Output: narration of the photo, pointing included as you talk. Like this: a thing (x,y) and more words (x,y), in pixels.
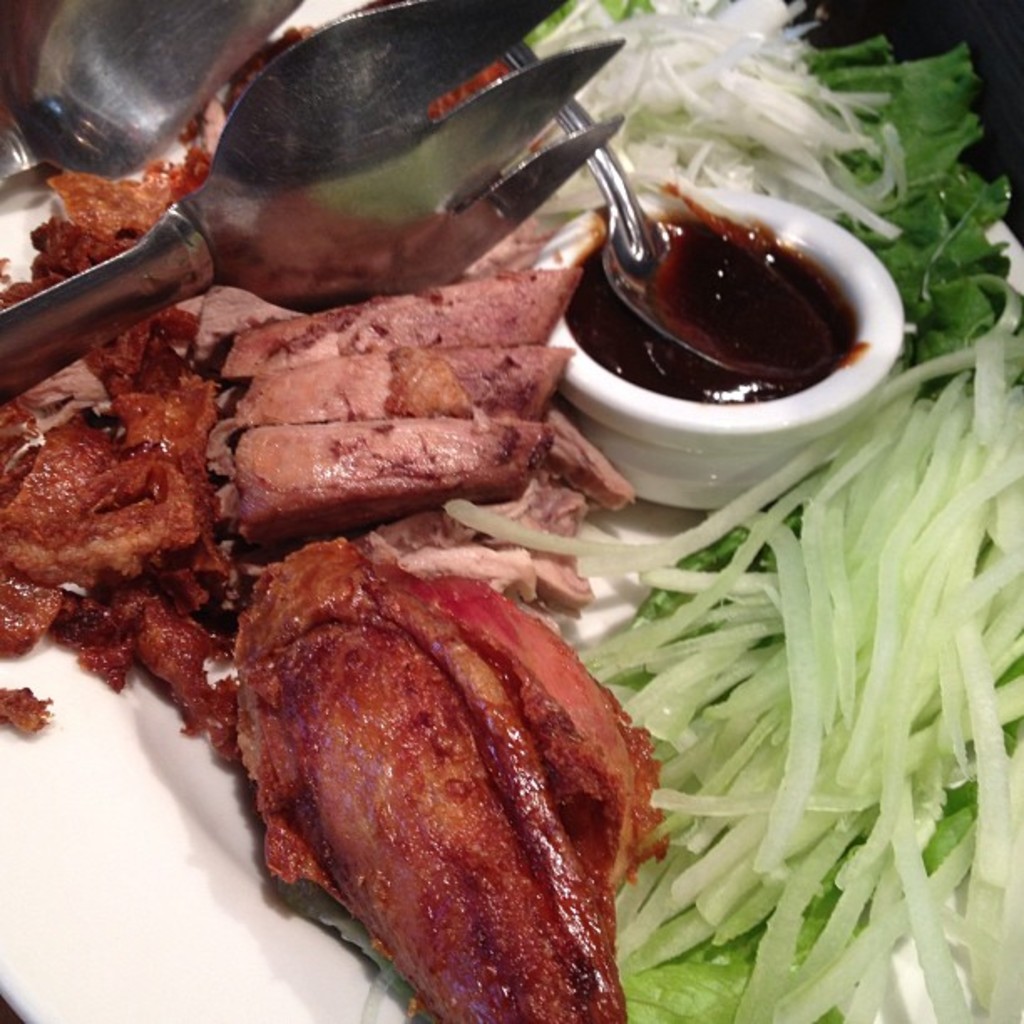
In this picture I can see food (284,555) in the plate (143,993) and I can see a spoon (617,273) in the cup (744,446) and a serving tong (313,192).
